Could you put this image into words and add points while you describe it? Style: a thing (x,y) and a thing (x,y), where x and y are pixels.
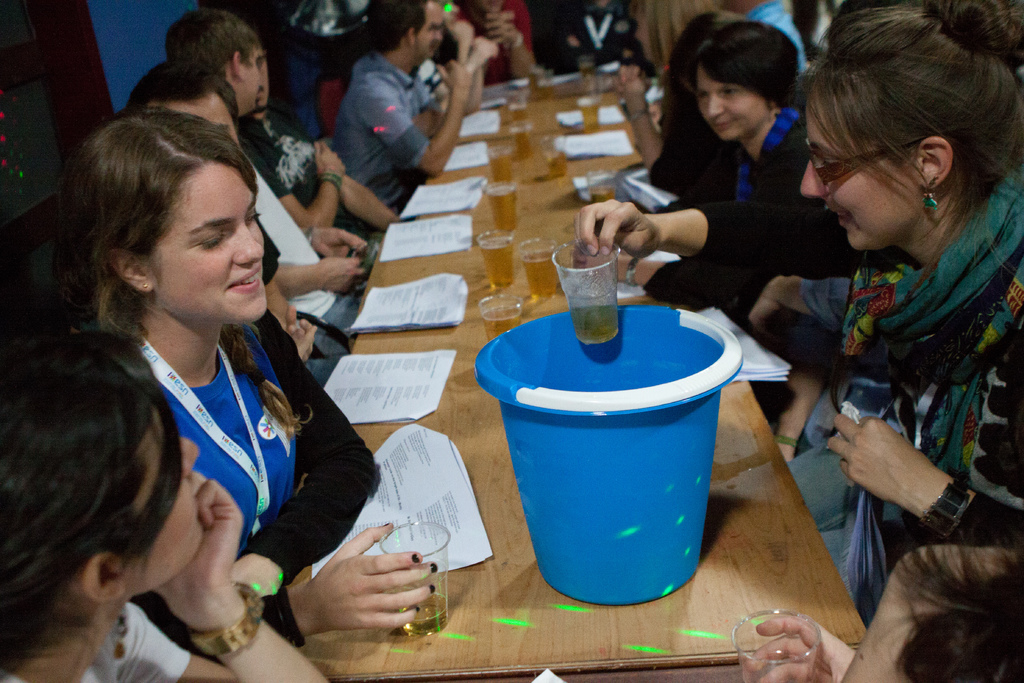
In this image we can see a table (470,372) containing a bucket (641,548), papers (459,501), glasses (501,319) and some objects (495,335) placed on it. We can also see a group of people (114,341) sitting around it. In that some people (888,471) are holding the glasses (775,658). On the backside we can see a wall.
